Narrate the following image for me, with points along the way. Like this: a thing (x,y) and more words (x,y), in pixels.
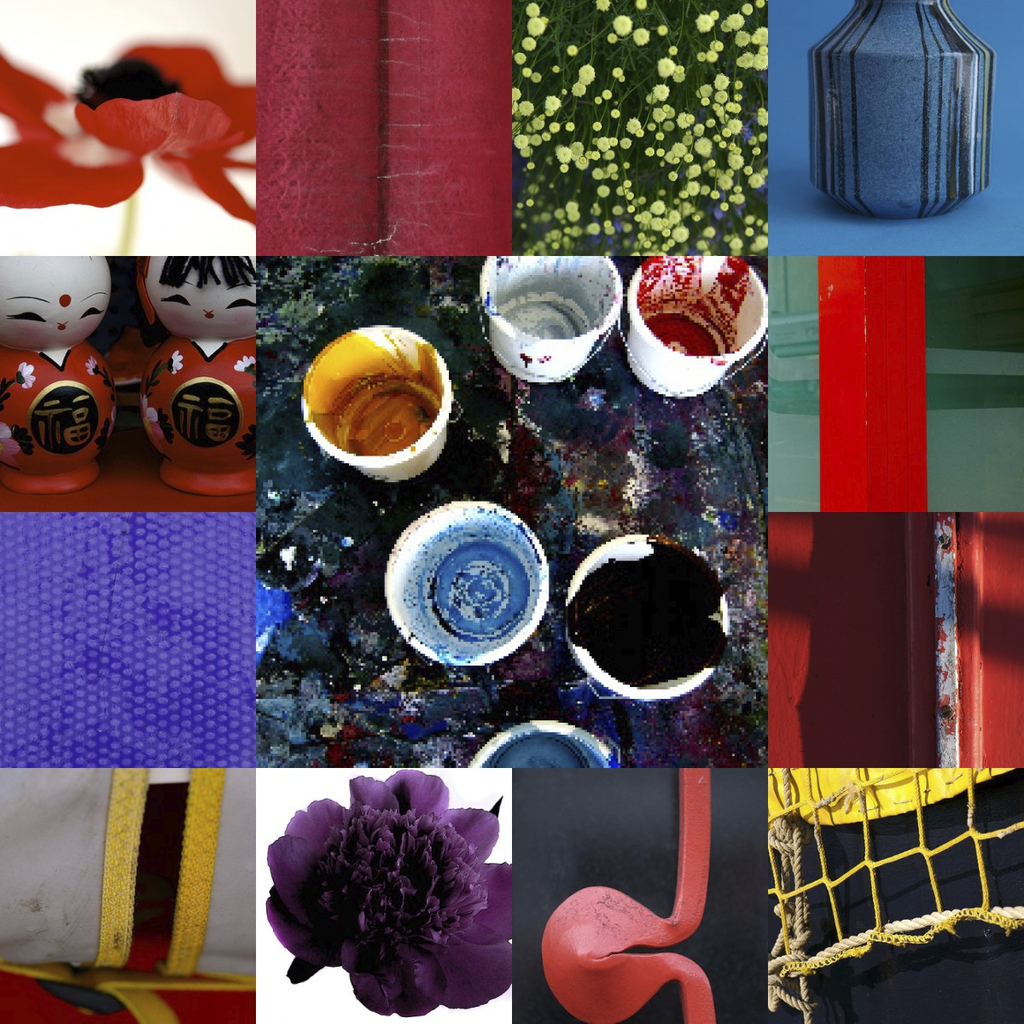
This is a collage image of a few paint cups (393,401), flowers (21,173), dolls (95,392), net (922,848), walls (881,554) and flower vase (894,204).
